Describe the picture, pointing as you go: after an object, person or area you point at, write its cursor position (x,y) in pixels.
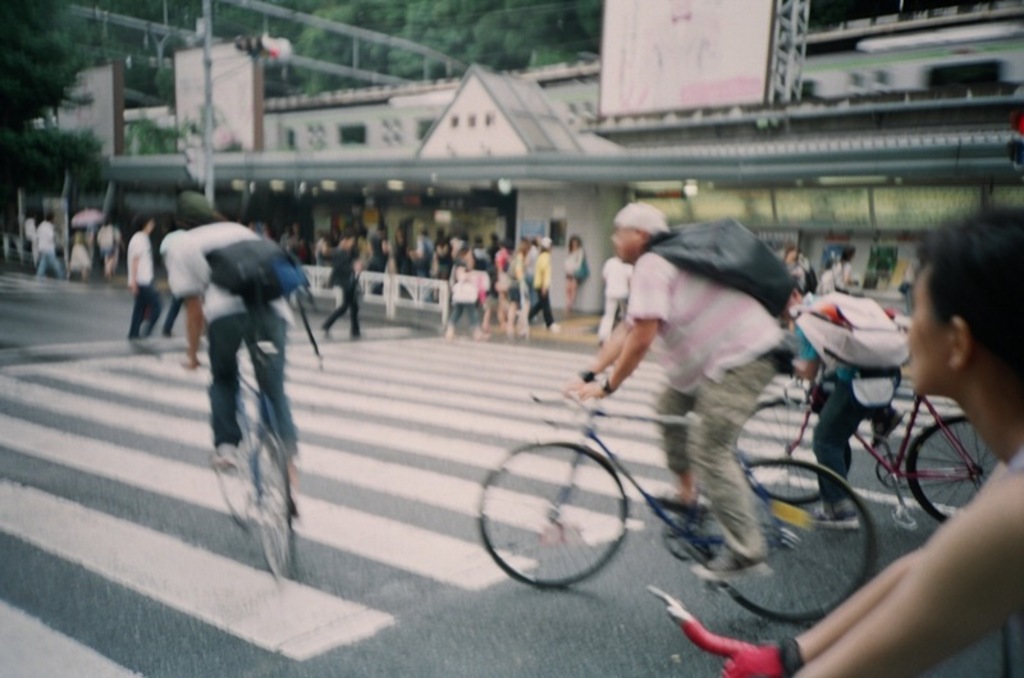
In this image I see number of people (957,268), in which few of them are on cycles (255,485) and rest of them are on the path (15,366). In the background (147,126) I see the trees (4,18) and the train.
